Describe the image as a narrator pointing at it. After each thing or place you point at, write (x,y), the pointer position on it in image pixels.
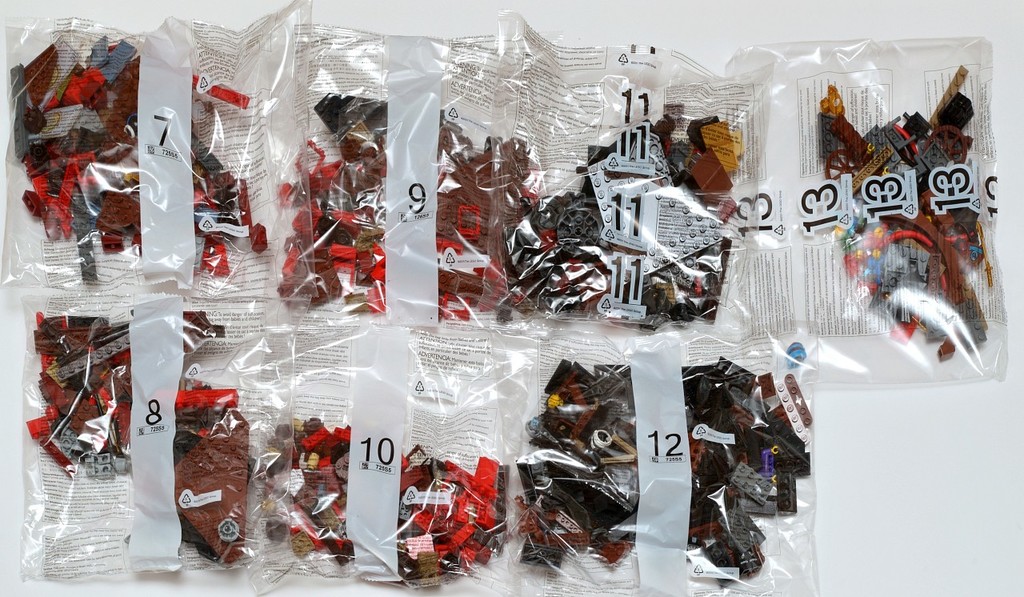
In this image, we can see there are toys (587,428) in the packets (507,413) which are arranged on a surface (925,447). And the background (57,14) is white in color.
